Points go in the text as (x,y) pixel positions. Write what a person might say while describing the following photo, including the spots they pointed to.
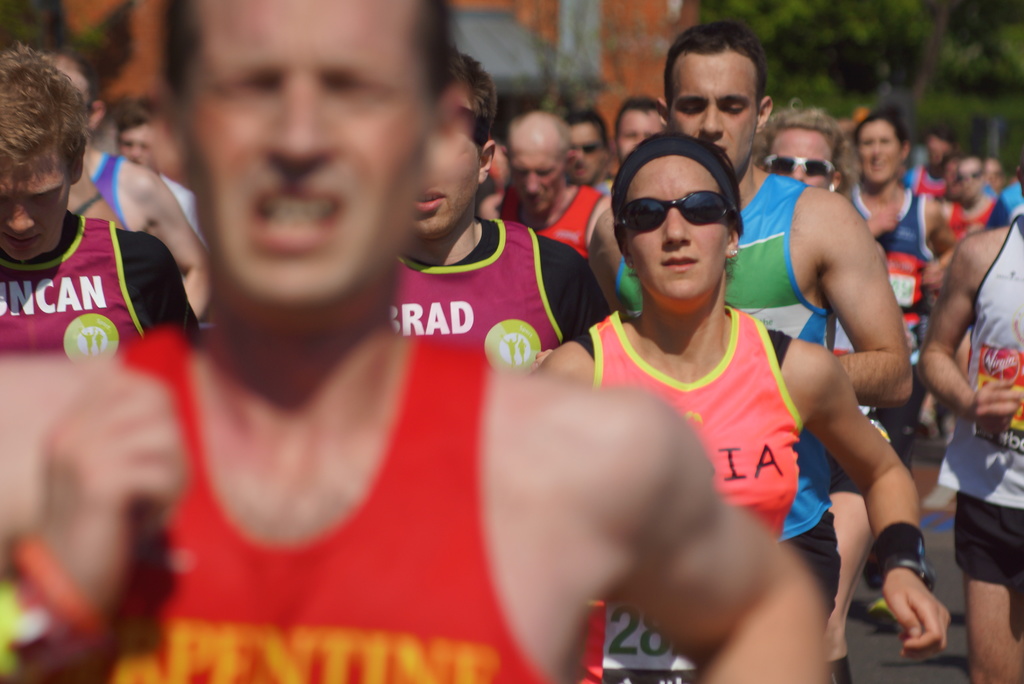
In this image there are group of persons (508,346) running on the road (861,650), there is a person (965,299) truncated towards the right of the image (1003,365), there are persons (49,296) truncated towards the left of the image (15,225), at the background of the image (574,53) there is a wall (552,40) truncated towards the top of the image (591,34), at the background of the image (785,49) there are trees (893,58) truncated.
